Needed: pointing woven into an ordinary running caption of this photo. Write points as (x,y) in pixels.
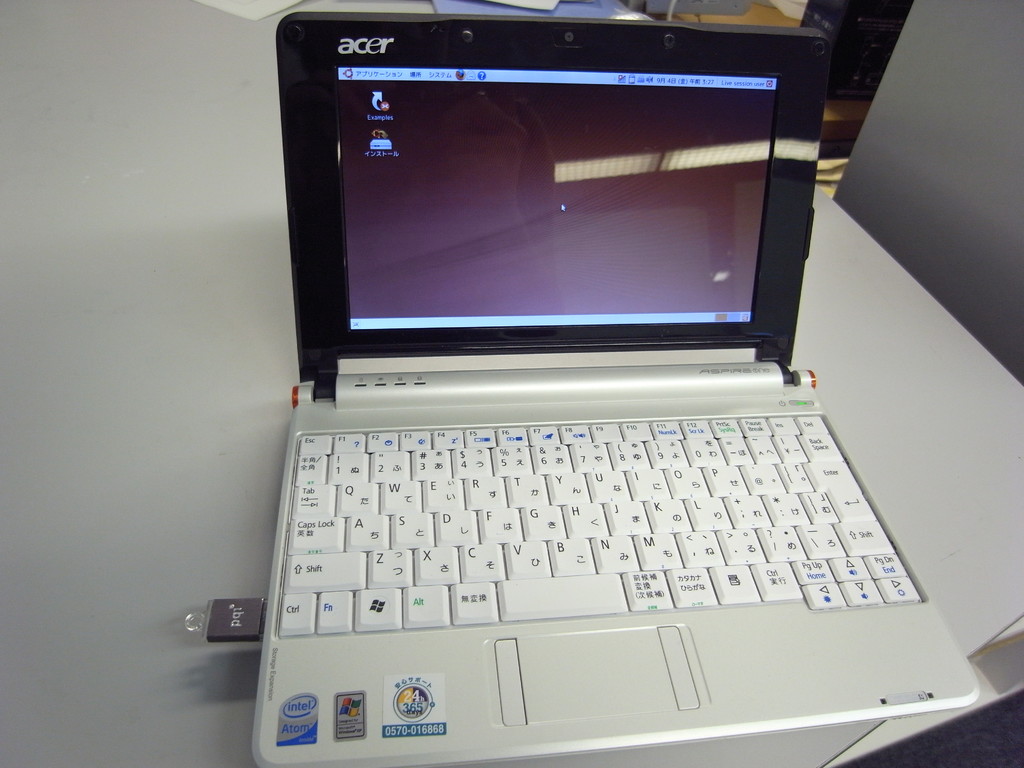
In this image there is a laptop (399,511) on the table (202,595) with a pen drive (207,621) plugged into it, and in the background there are some items (469,7).
